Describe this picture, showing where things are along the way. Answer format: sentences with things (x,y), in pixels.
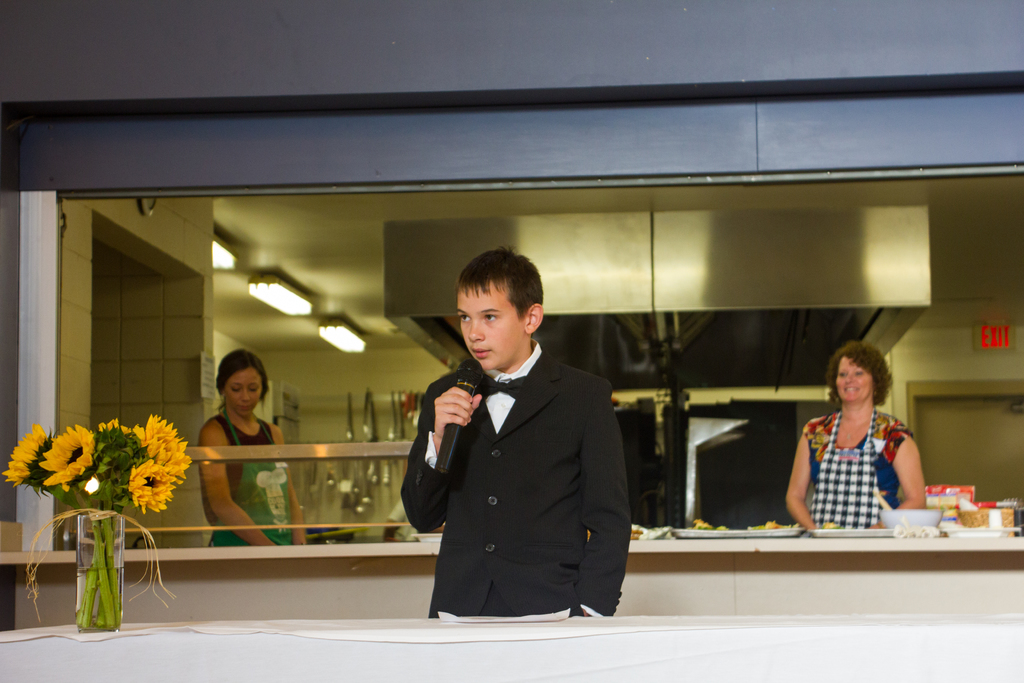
In this picture we can see a man (464,449) who is holding a mike (464,432) with his hand (457,420). He is in black color suit (527,463), on back of him there are two women (852,374) are standing. Here we can see a flower bouquet (117,485). And this is the glass (97,569). And on the background (181,337) there is a wall (312,368) and these are the lights (261,298). And even we can see some food (966,512) on the table (1008,540).
